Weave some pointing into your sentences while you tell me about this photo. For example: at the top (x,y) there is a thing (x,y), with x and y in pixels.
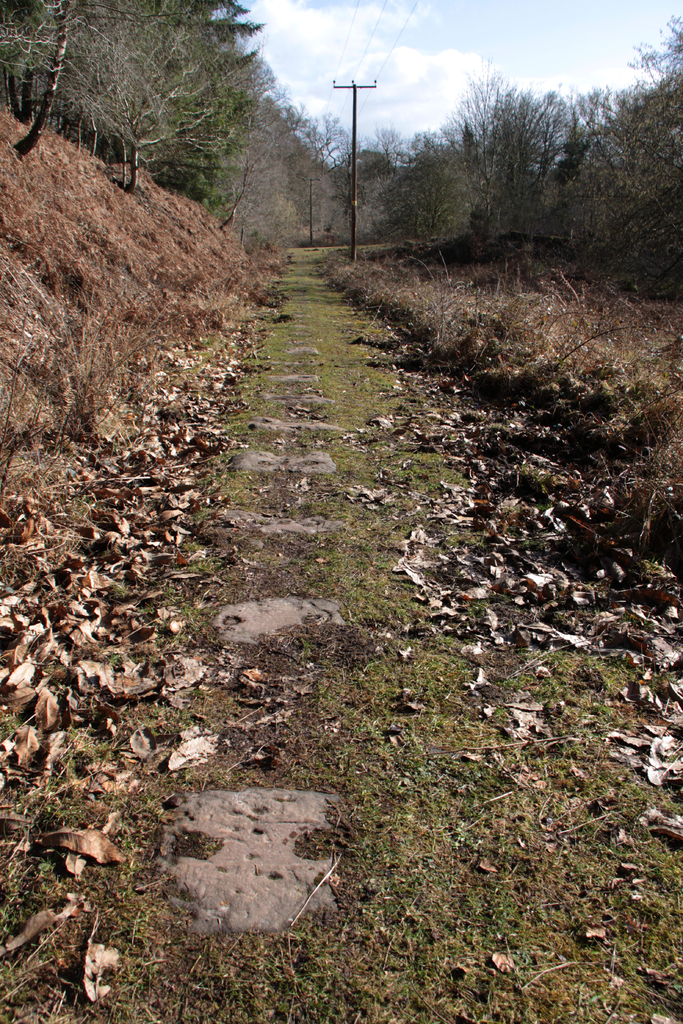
There is a pavement (287,351) in this image, on the either side of the pavement (277,317) there are dry leaves (187,342) on the surface (158,359), in the background of the image (549,207) there are trees (525,207) and electric poles (353,187) and there are cables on top of the poles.
